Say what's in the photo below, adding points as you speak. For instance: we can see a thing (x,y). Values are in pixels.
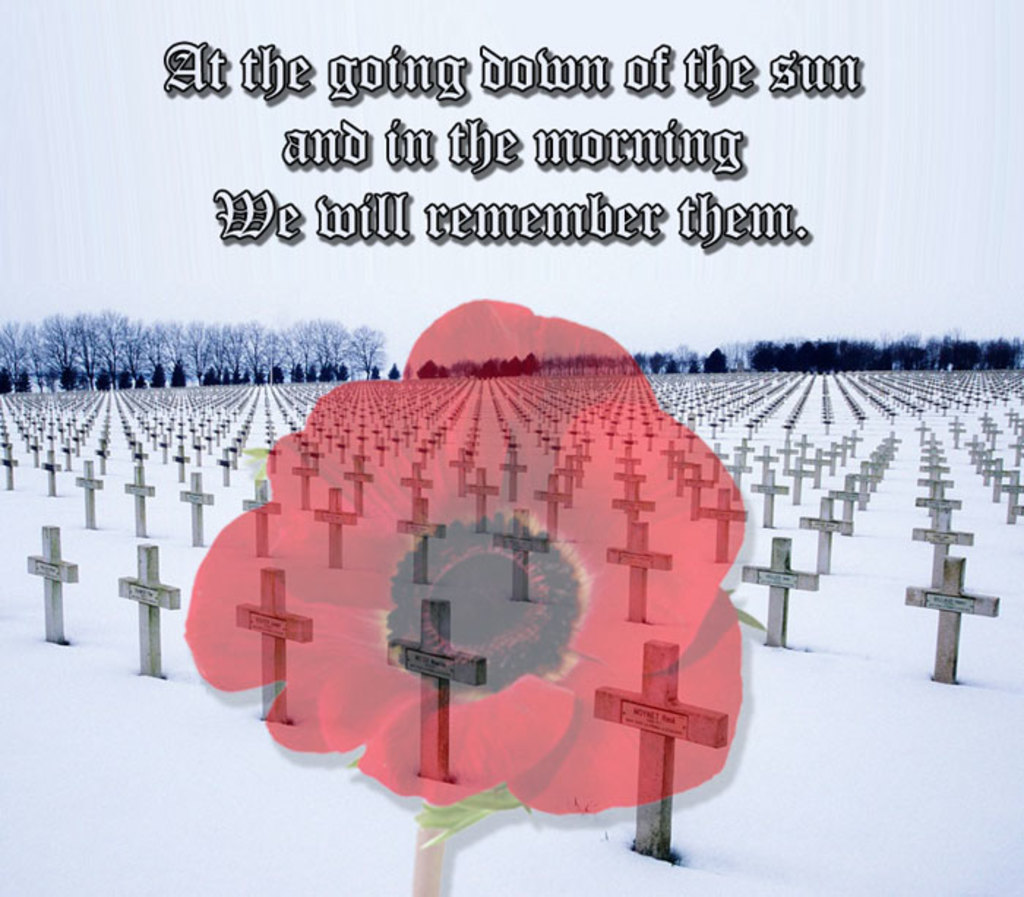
It is a graphical image. In the image we can see a red color flower (704,447) and there are some crosses (23,424) and trees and there is a quotation (187,51).
